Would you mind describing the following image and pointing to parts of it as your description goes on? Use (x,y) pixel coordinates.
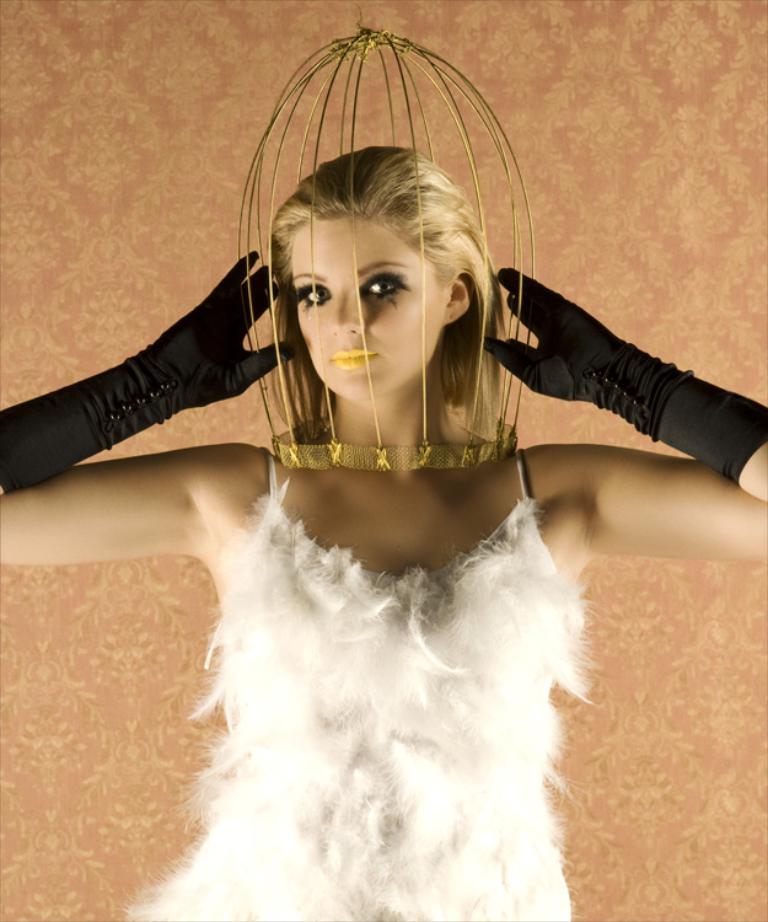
In this picture I can see a woman (476,694) who is standing in front (299,520) and I see that she is wearing white color dress (359,677) and I see black color gloves (245,365) on her hands (560,384) and I see a cage (480,462) around her neck (356,441).
